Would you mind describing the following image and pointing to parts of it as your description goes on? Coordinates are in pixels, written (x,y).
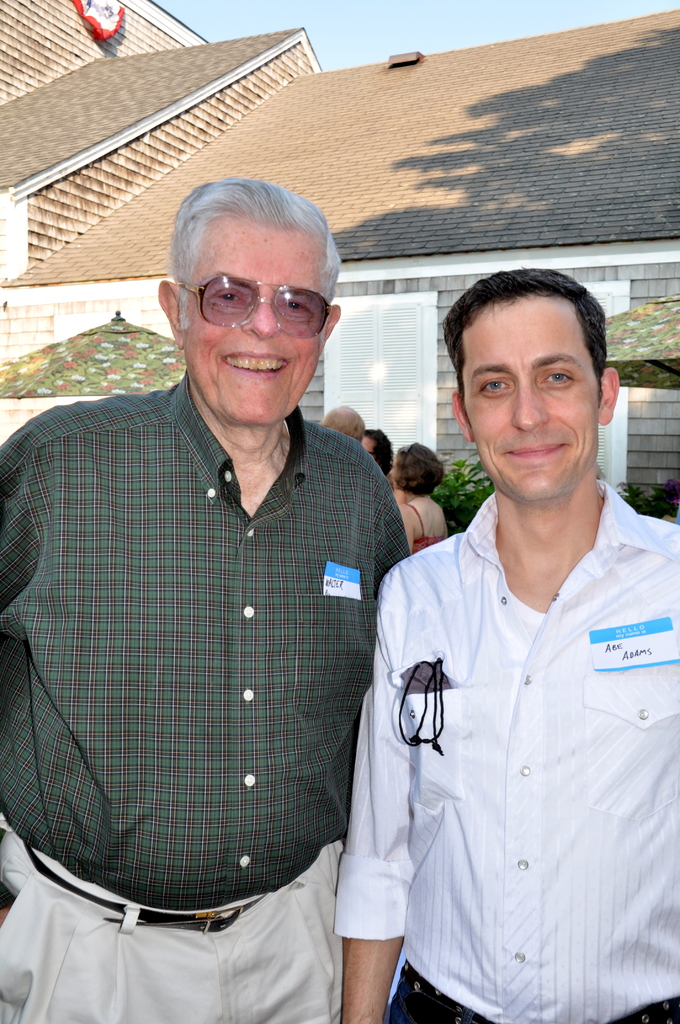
In the image we can see two men (377,711) wearing clothes (417,857) and they are smiling, the left side man (142,768) is wearing goggles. Behind them there are other people (426,489), here we can see a building (460,174), pole tent (91,367) and a pale blue sky (344,21).
